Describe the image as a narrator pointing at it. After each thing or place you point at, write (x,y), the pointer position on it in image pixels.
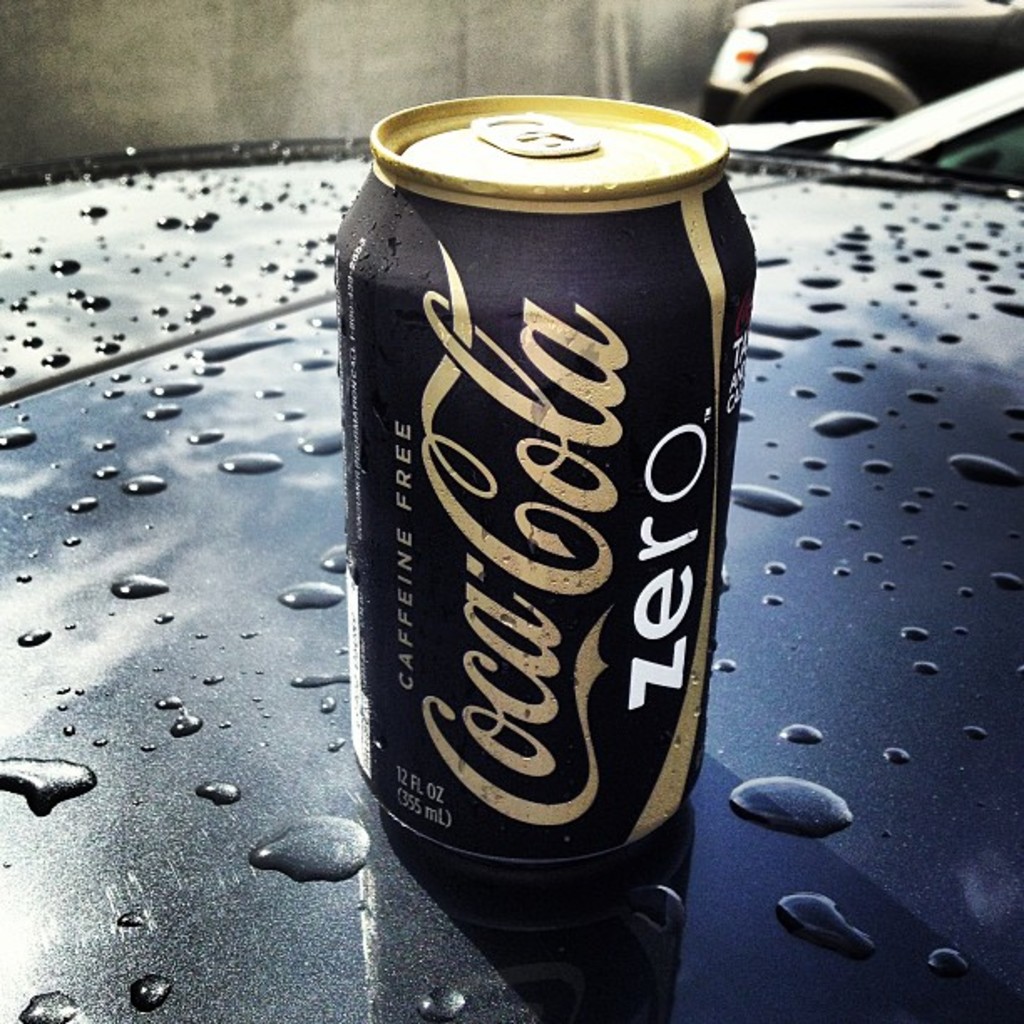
In the center of the image (473,447) we can see a tin (522,652) placed on the car (775,943) and there are water drops (814,812) on it.
